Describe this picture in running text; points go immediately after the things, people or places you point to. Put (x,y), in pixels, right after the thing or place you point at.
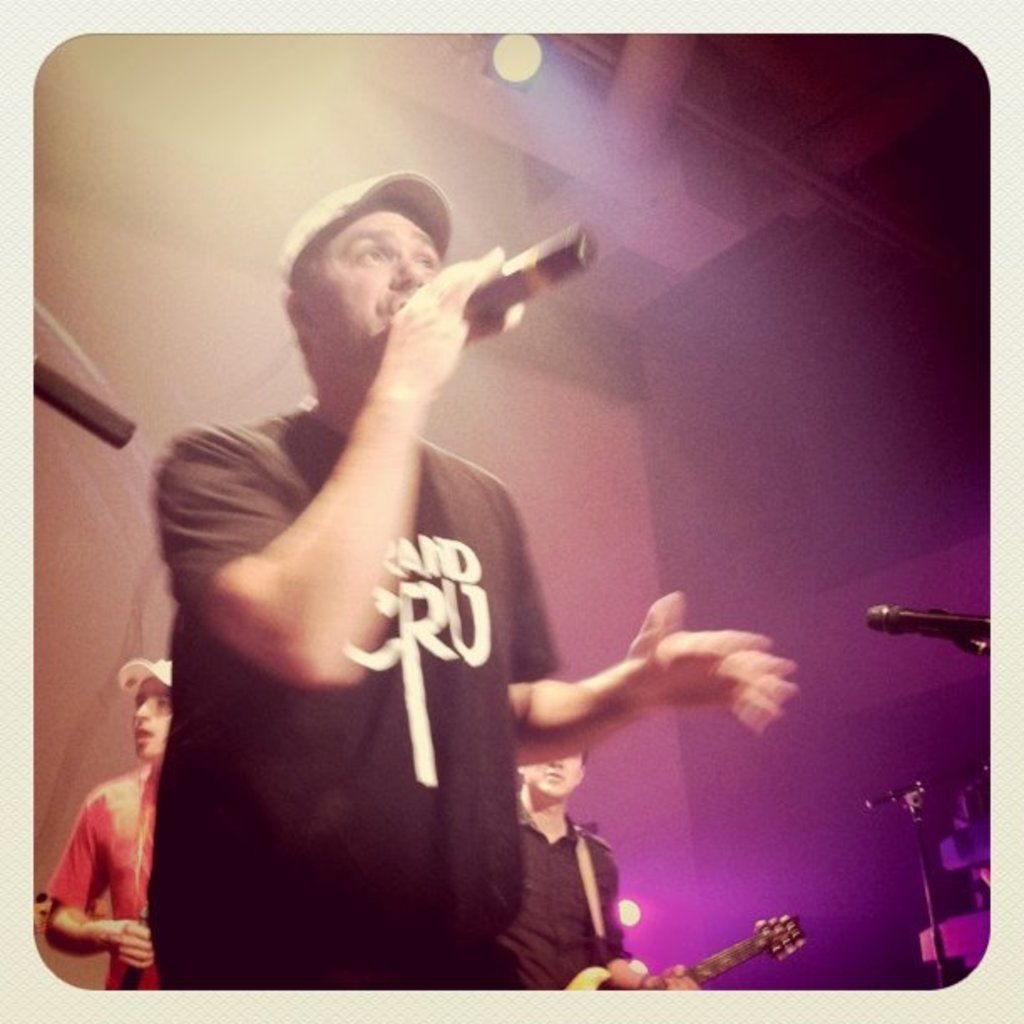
In this image there is a person (258,933) holding a mike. He is wearing a hat (401,194), black t shirt (445,538). In the background (617,271) there are two persons (144,884), a wall (600,426) and a light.
